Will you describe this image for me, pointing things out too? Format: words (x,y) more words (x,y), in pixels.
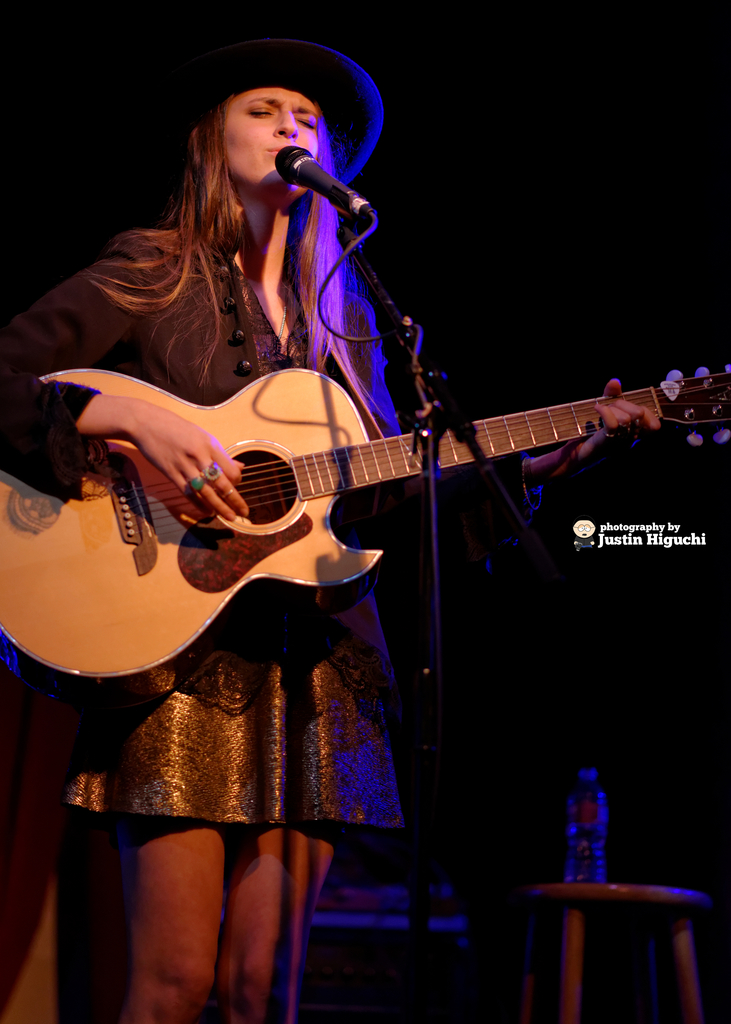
A woman (52,325) is singing with mic (298,160) in front of her while playing a guitar (357,486).
